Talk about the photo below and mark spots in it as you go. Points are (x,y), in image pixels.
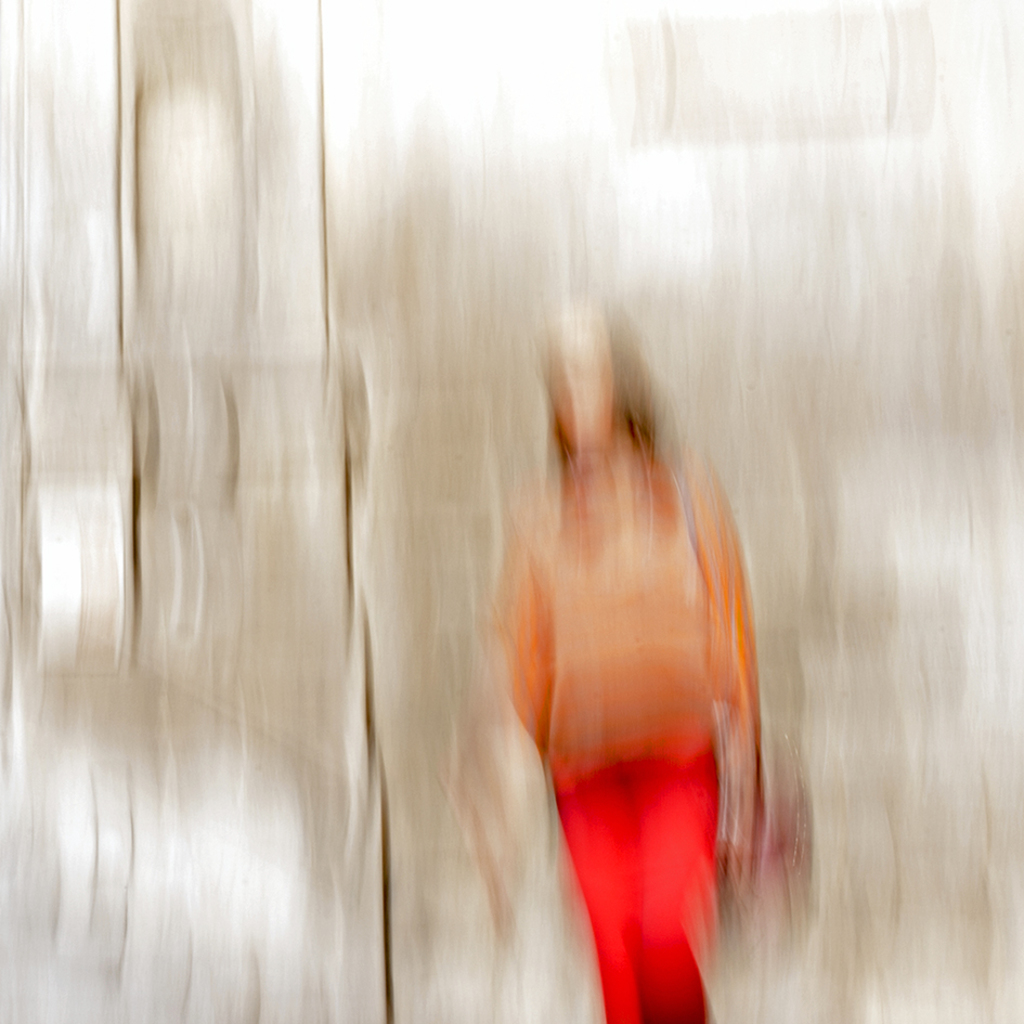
This is a blur image. In this image there is a woman (647,560) who is standing near to the wall (932,735). She is wearing t-shirt (606,759) and trouser (664,933).
